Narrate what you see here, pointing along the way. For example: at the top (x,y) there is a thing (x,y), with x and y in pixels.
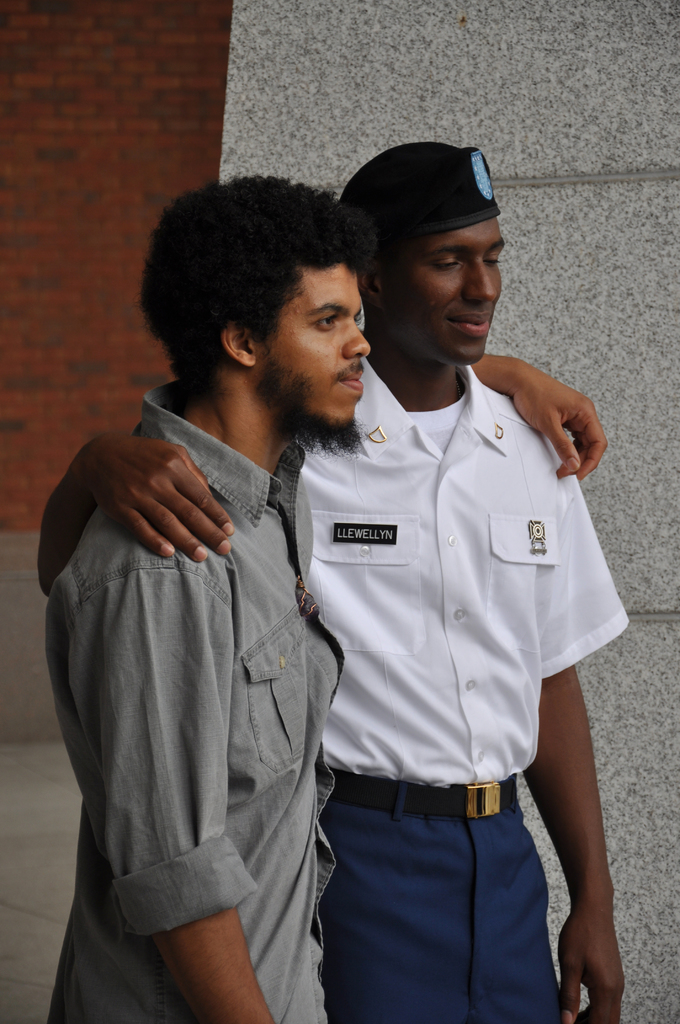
In this image there are two men (449,561) who are standing one beside the other by keeping their hands (138,487) on each others shoulders (175,436). In the background (364,135) there is a wall (344,65).
